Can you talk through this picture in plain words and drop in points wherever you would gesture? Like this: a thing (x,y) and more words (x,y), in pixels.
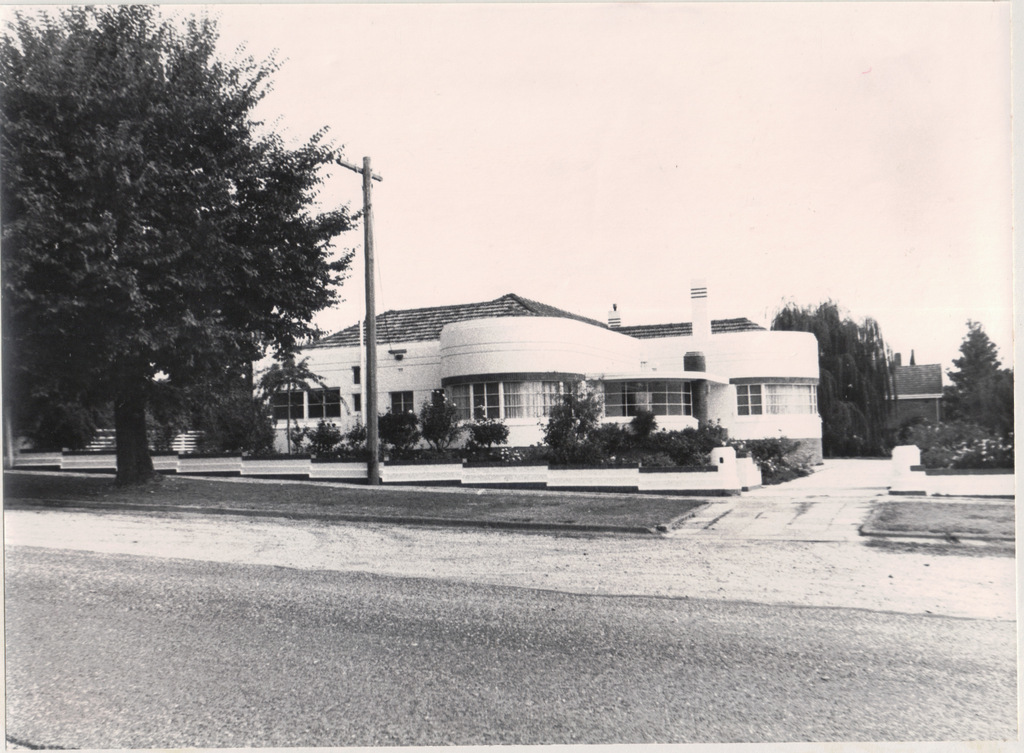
In this picture we can see the road (316,607) and in the background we can see buildings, trees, electric pole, sky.
